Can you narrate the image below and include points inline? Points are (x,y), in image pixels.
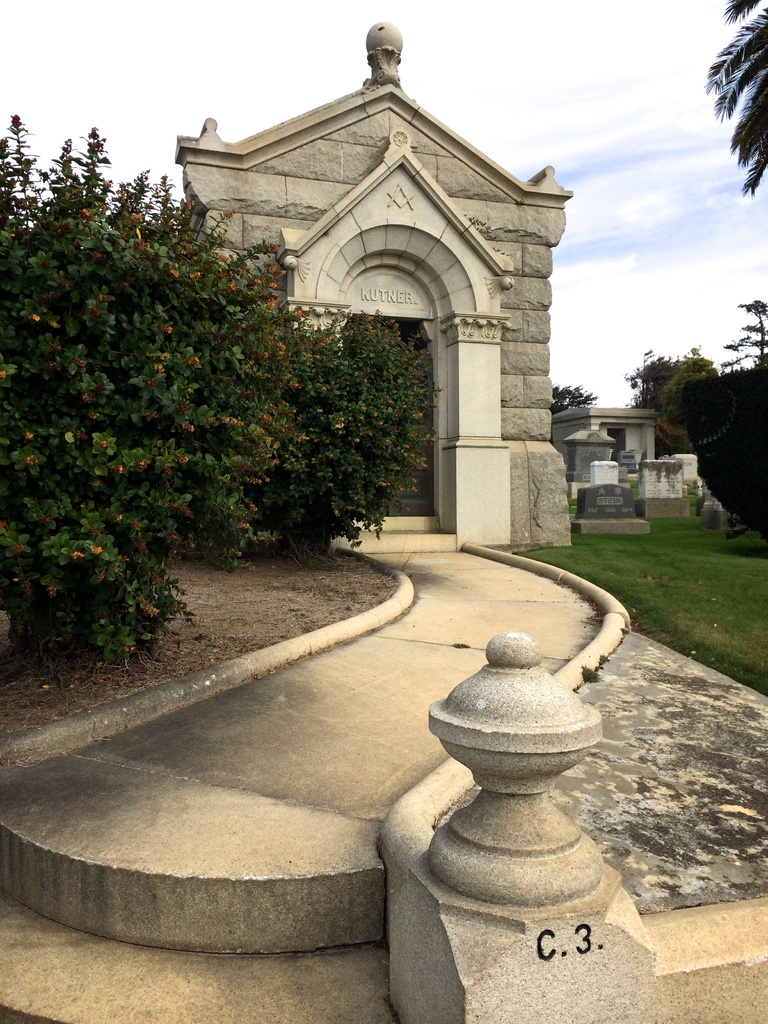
In the picture we can see walkway (272,855), there is an arch (411,278), there is grass (560,566) and in the background of the picture (737,431) there are some trees (3,539), stones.
